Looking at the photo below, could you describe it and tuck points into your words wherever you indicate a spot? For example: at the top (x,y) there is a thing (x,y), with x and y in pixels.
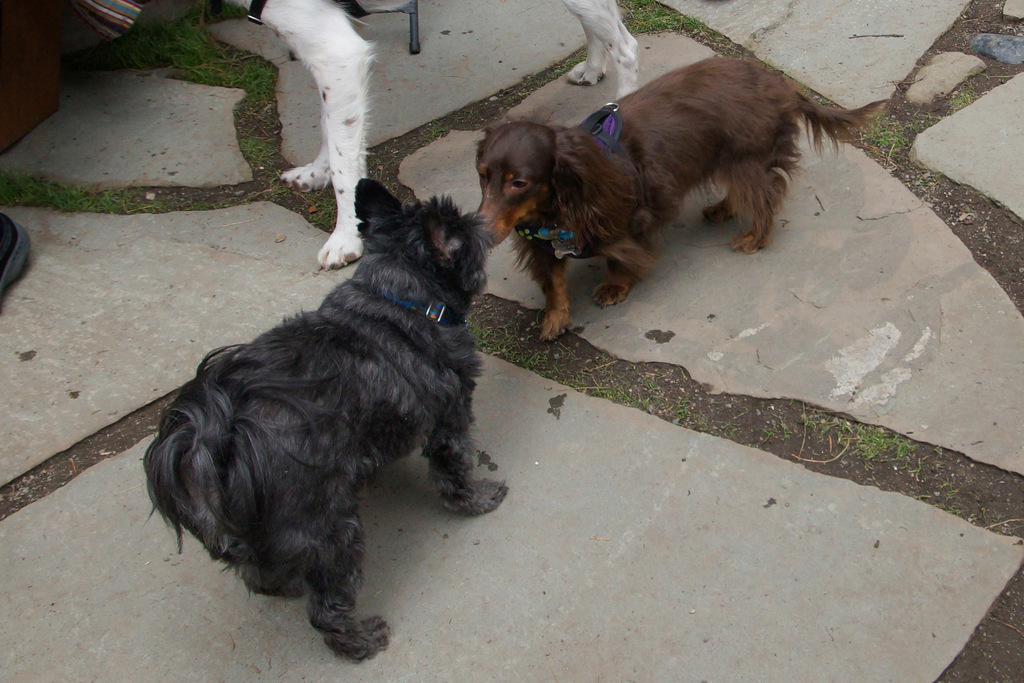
In the picture I can see dogs (453,301) are standing on the ground (546,349). These dogs (409,328) are wearing neck belts (546,229). I can also see the grass (263,102) and some other objects (35,38).
